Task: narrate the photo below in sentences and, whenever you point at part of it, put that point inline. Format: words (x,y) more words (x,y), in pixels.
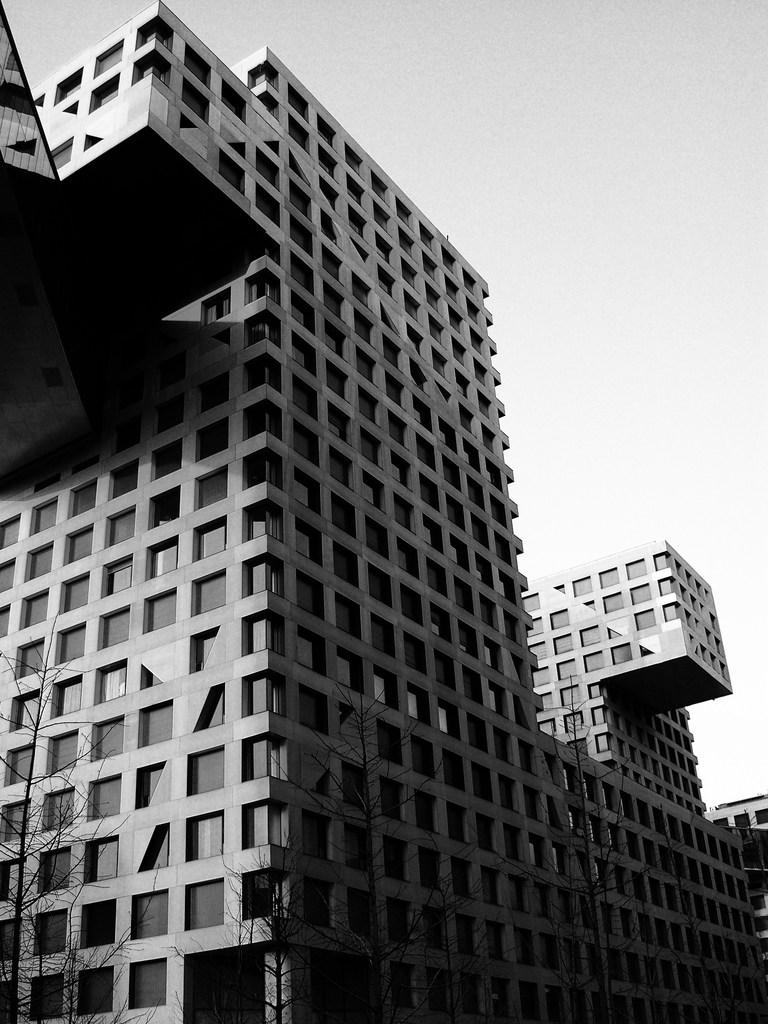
In this image there is a building (460,722). At the bottom (12,872) there are trees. In the background (553,243) there is sky (548,263).
